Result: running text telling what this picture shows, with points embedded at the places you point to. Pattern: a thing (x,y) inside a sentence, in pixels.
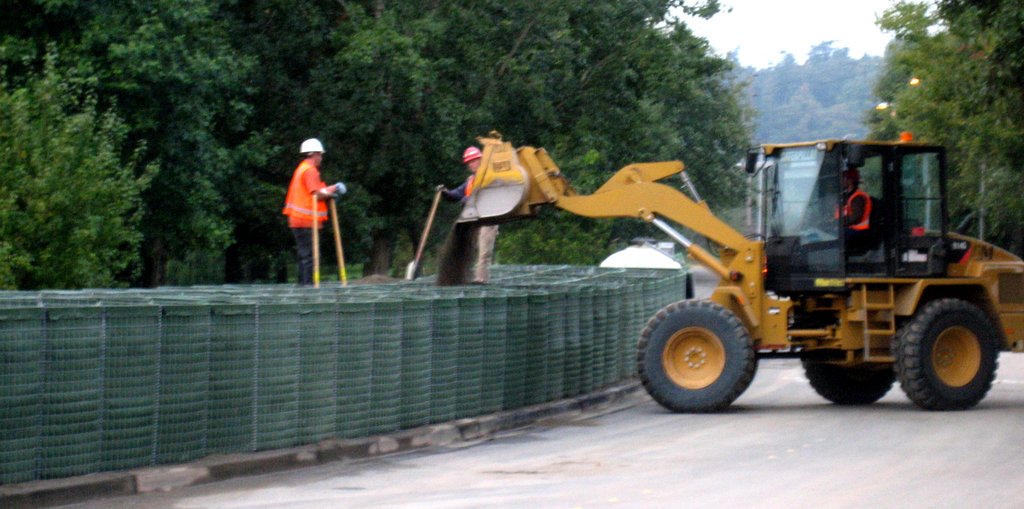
In this image we can see there are two people (447,189) standing on the wall (351,311), beside them there is a loader (994,254) on the road (638,391) and so many trees (783,132) at the back (691,123).
